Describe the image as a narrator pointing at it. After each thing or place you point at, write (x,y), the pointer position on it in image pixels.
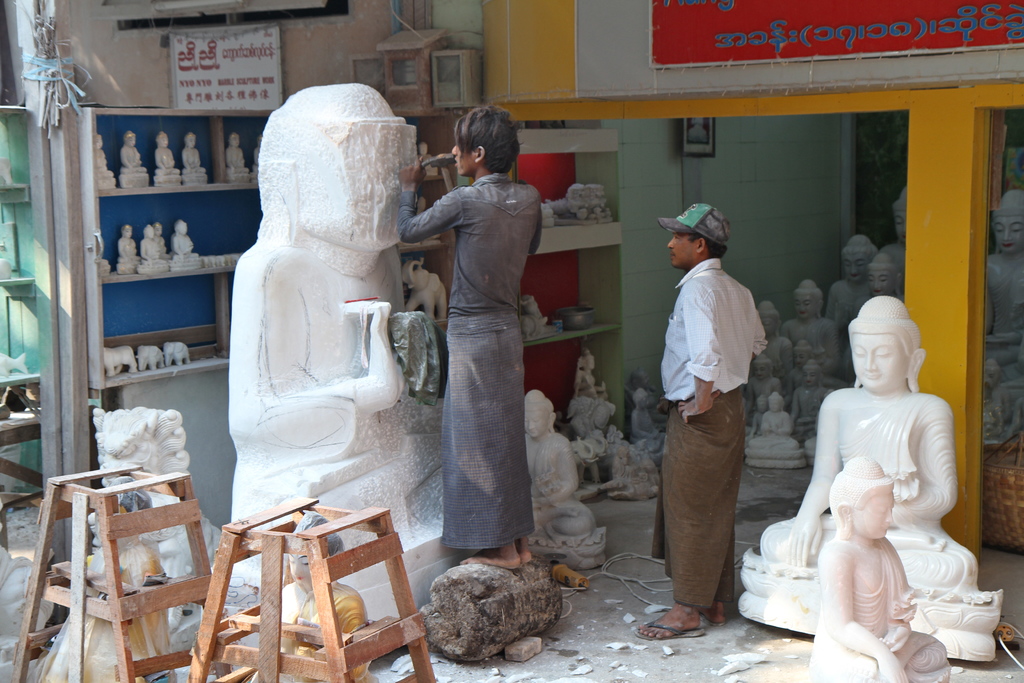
In this image we can see many statues (387,392) are kept on shelf (208,337) and in the room (771,469) on the floor (779,480). In the left (239,614) there are stools (105,527). In the middle (479,380) one person (480,350) is making statue (375,193). He is standing on a stone (501,593). Behind him another person (730,332) is standing.
